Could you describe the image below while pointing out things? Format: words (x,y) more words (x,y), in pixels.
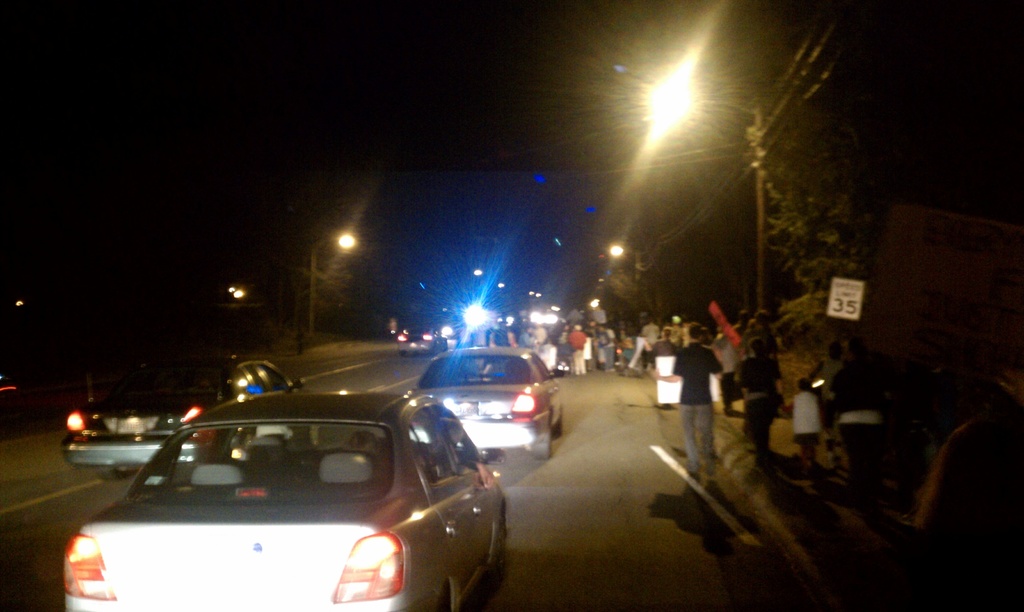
On the left side (270,416), there are vehicles (138,547) and persons (529,342) on a road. On the right side (936,375), there are persons (943,412) on a footpath (786,423), on which there is a pole (759,222) which is having electric lines (757,127). Beside these electric lines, there is a light (696,74). In the background (681,254), there are trees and lights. And the background (222,313) is dark in color.
